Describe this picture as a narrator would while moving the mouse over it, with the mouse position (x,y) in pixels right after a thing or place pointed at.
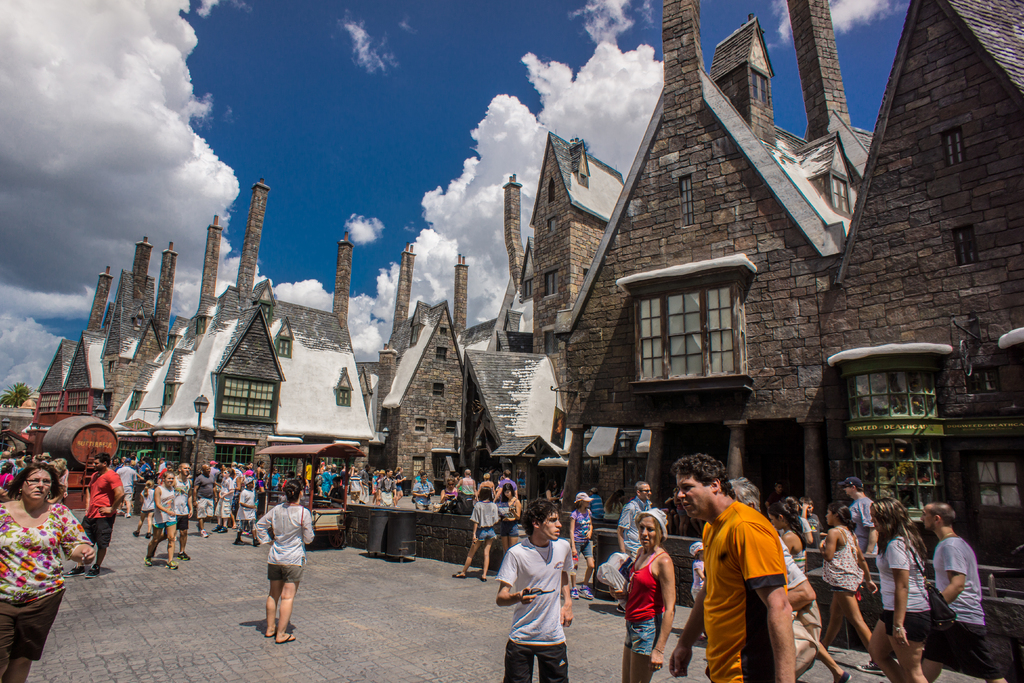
In this image I can see number of people (775,661) are standing. I can see most of them are wearing white colour dress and few of them are wearing caps (582,504). In the background (464,411) I can see few buildings (346,432), a tree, clouds (127,267) and the sky (337,163).
